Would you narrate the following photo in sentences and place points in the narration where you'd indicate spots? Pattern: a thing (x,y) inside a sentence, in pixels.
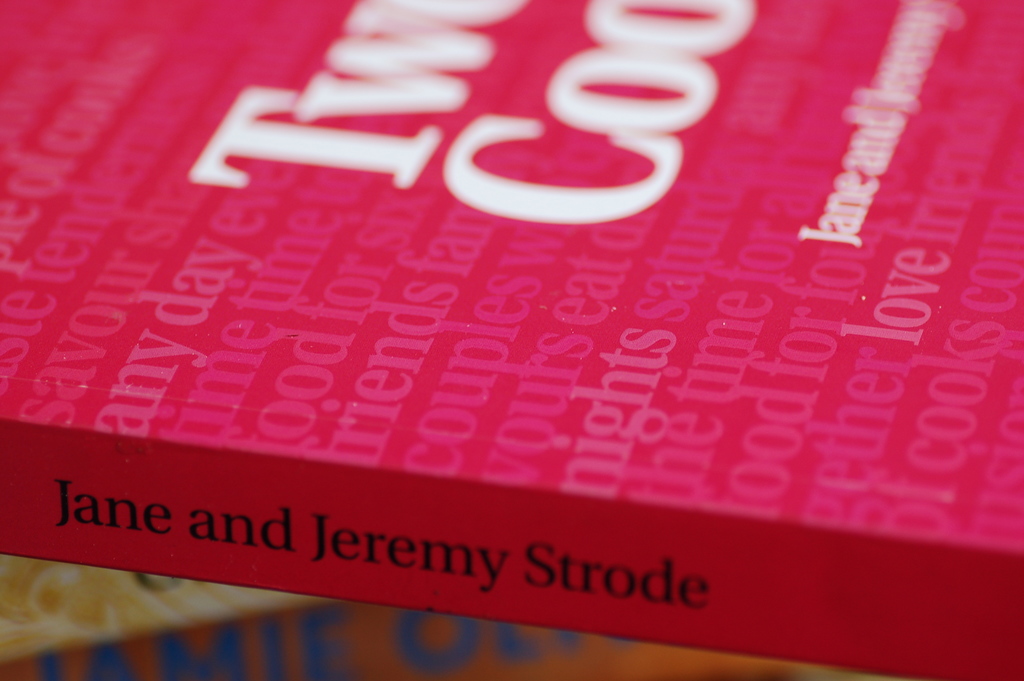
We can see pink book (166,368), on this book (259,519) we can see some text (379,333).
